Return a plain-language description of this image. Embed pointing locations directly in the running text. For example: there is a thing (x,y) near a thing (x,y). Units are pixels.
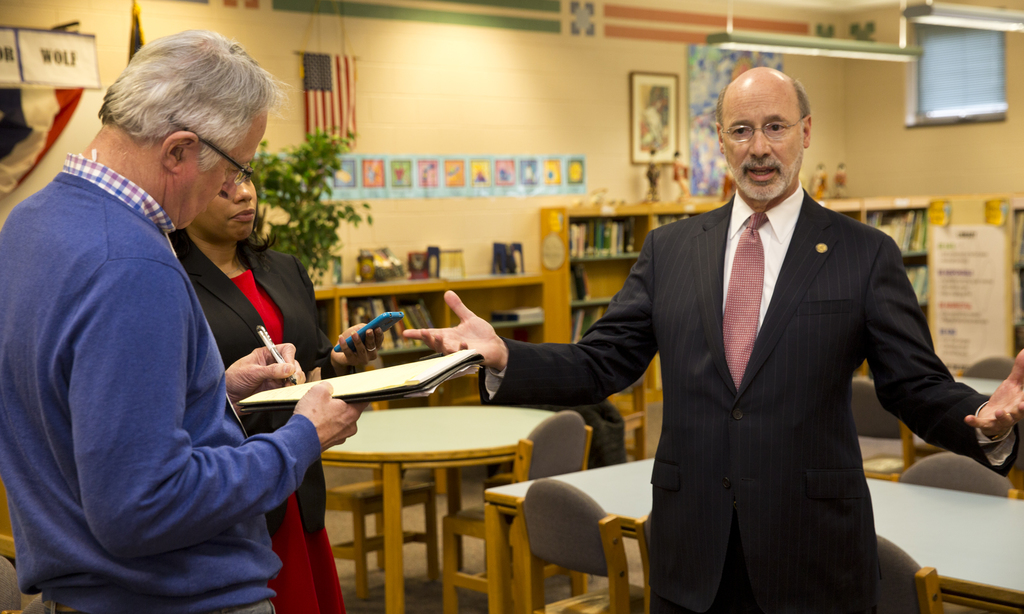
In this picture I can see few people (98,199) where two of them are men (777,251) and one is woman (328,574). In the background (398,515) I can see few tables (395,428) and chairs (567,466). Here on this I can see a flag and a frame (666,92).
